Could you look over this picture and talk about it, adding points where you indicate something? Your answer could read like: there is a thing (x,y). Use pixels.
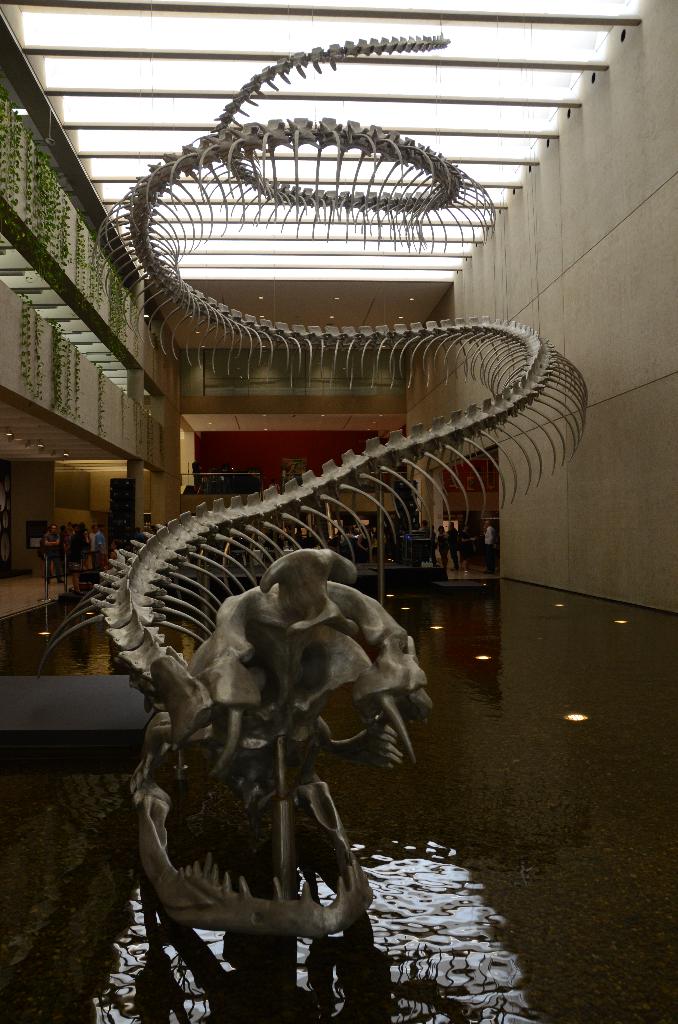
In this picture we can see Dragon skeleton (253,911) in the middle of the image (278,592). In the front (474,842) bottom side there is a small water pool (449,917). Behind there is a wall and roof (104,364).
